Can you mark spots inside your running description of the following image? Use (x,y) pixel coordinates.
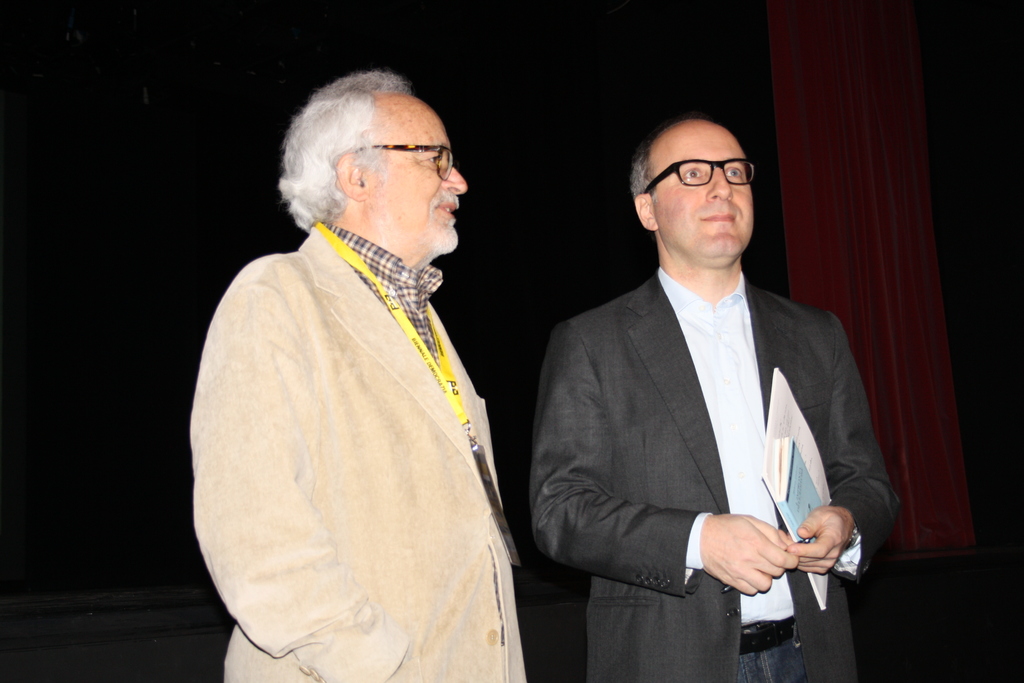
In the center of the image (679,260) we can see two people (720,503) standing. They are wearing suits (428,495). The man (629,483) standing on the right (696,499) is holding books (775,486) in his hand (756,567).
